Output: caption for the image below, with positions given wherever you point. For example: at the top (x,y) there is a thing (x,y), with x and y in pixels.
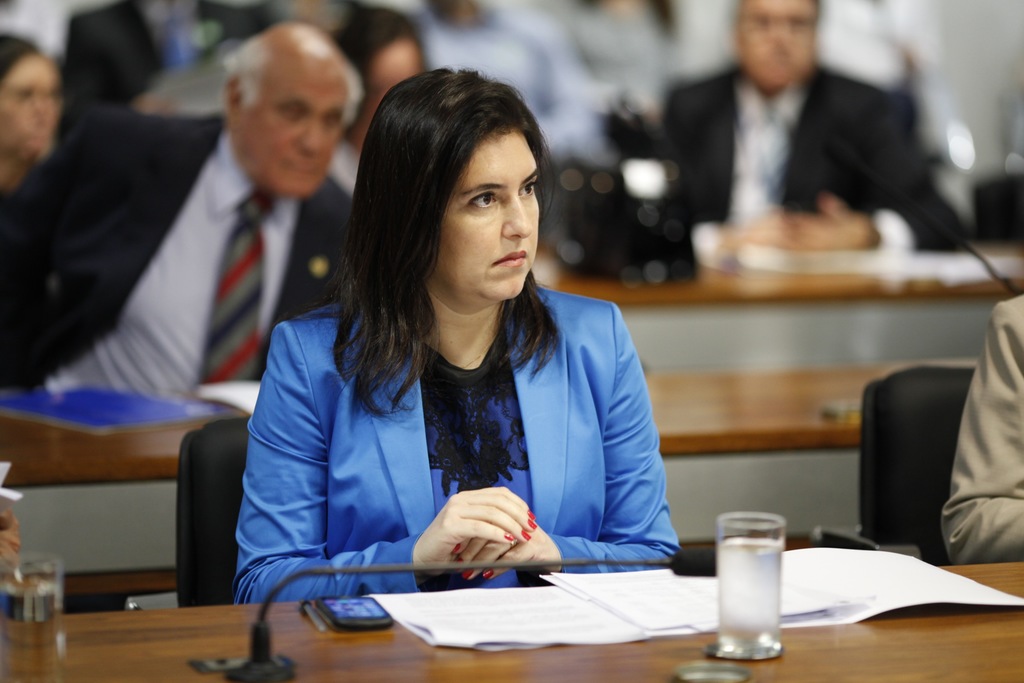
In this image there are many people (220,262) sitting on chair (238,436). In front of them there is a table (233,638). In this table (152,649) there are paper (632,609), glass (744,583), mobile (387,626), mic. In the middle (354,415) one lady (365,440) wearing blue coat (346,448) is sitting.
